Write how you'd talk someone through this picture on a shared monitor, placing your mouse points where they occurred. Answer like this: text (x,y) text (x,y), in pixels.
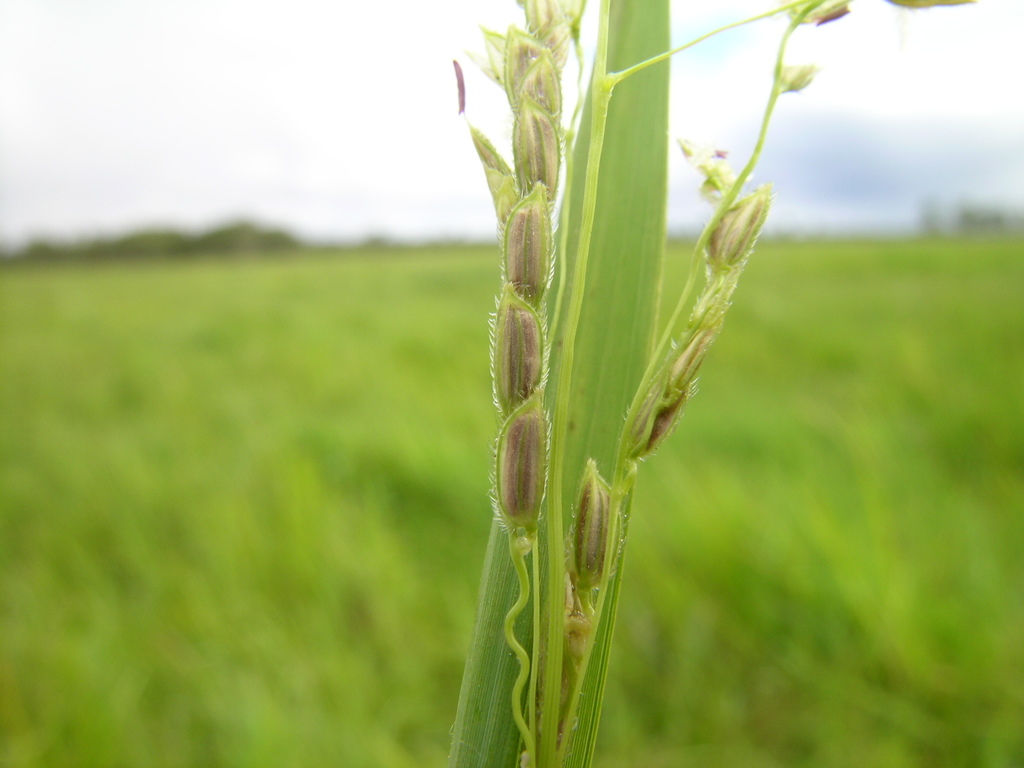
In this image in the foreground (575,354) there is a plant (597,252) and some seeds (540,215), in the background (345,389) there are some plants (715,363), trees (19,255) and sky (423,79).
